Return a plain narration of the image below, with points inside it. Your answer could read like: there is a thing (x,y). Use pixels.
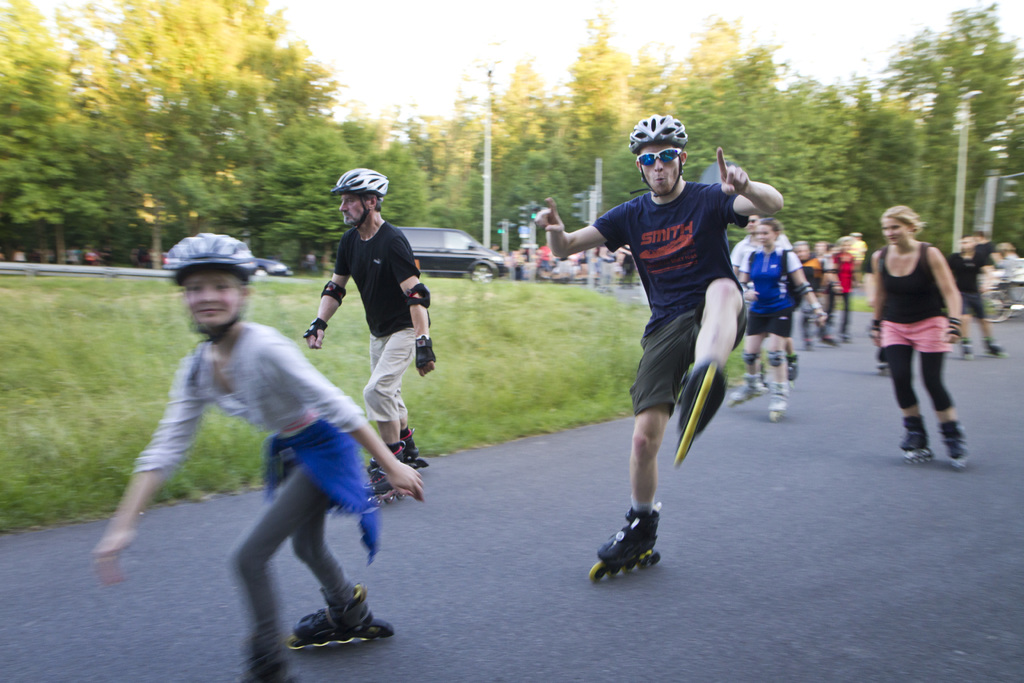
In this picture I can see the road (530,511), on which there are number of people (434,366) who are wearing roller skates (781,401) and I see helmets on few of them. In the middle of this picture (437,303) I see the grass (68,365). In the background (310,165) I see the trees (848,166), few cars (468,274), poles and the sky (710,9).
